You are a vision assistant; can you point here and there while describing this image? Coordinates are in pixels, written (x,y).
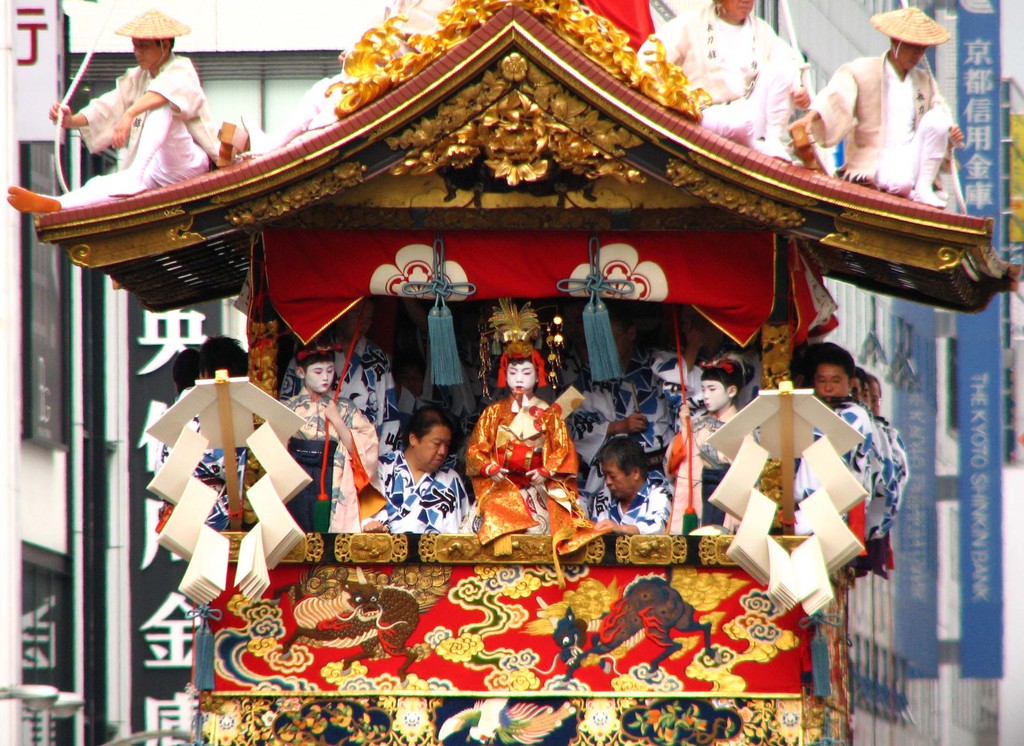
This picture seems to be clicked outside. In the center (494,482) we can see an object (359,173) seems to be a vehicle (638,239) and we can see the group of persons (516,443) holding some objects (185,443) and standing and we can see the group of persons (544,423) and some objects (502,294) attached to the vehicle (582,143) and we can see the group of persons (725,51) holding some objects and sitting. In the background (249,24) we can see the text (153,352) and the buildings (261,19) and some other objects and we can see the pictures of some objects (549,627).
